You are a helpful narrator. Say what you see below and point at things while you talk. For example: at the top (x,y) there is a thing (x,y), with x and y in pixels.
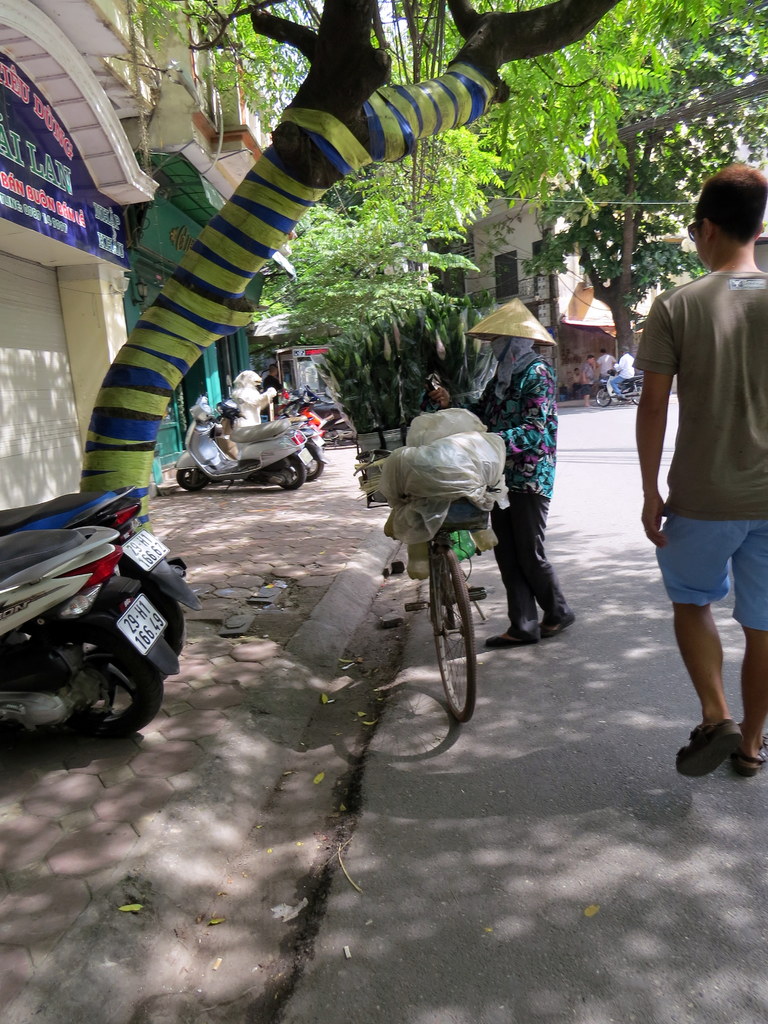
In this image there is a bicycle (435,541) having few pots (398,448) on it. Pots (391,442) are having plants (442,362). A person (533,447) is holding the bicycle (446,545). He is wearing a cap (498,329). Right side (720,361) a person (727,355) is walking on the road (648,674). A person (614,388) is riding a bike (630,379). Few people (592,374) are on the floor (588,440). Left side (6,555) there are few vehicles (199,461) on the pavement (242,496) having few trees (419,260). Background (498,251) there are few buildings (2,309).
